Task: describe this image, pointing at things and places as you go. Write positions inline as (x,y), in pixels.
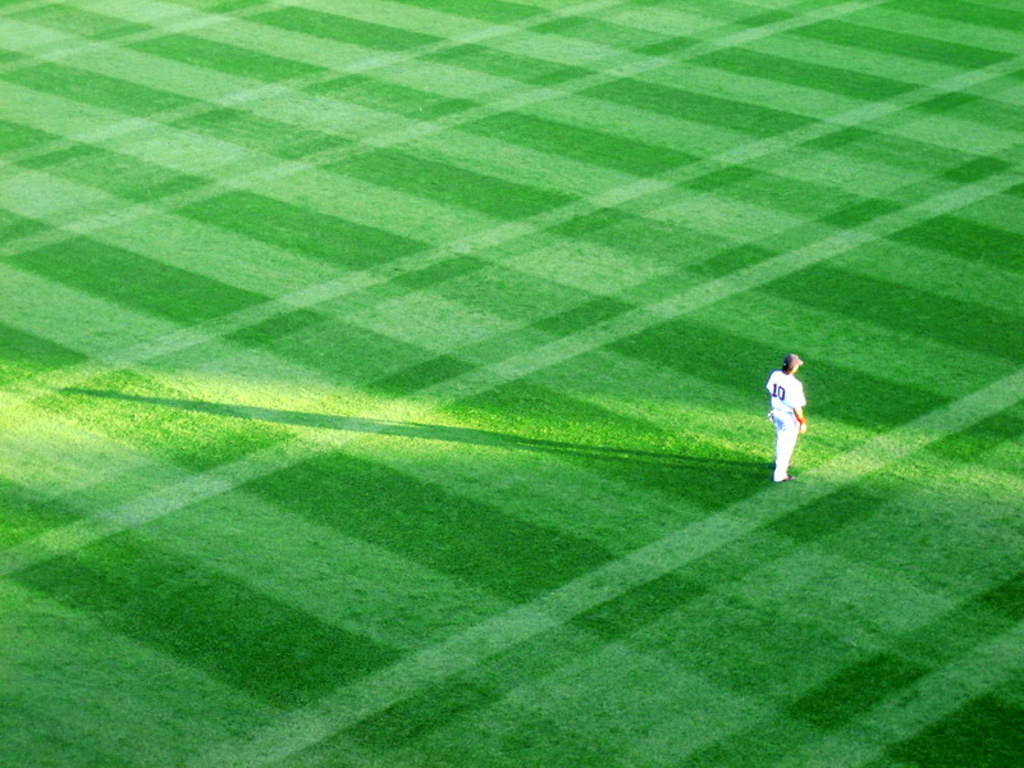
This is a playing ground (748,431). On the right side (786,426) there is a person (786,422) wearing a white color dress (783,404), cap (795,365) on the head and standing facing towards the right side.
